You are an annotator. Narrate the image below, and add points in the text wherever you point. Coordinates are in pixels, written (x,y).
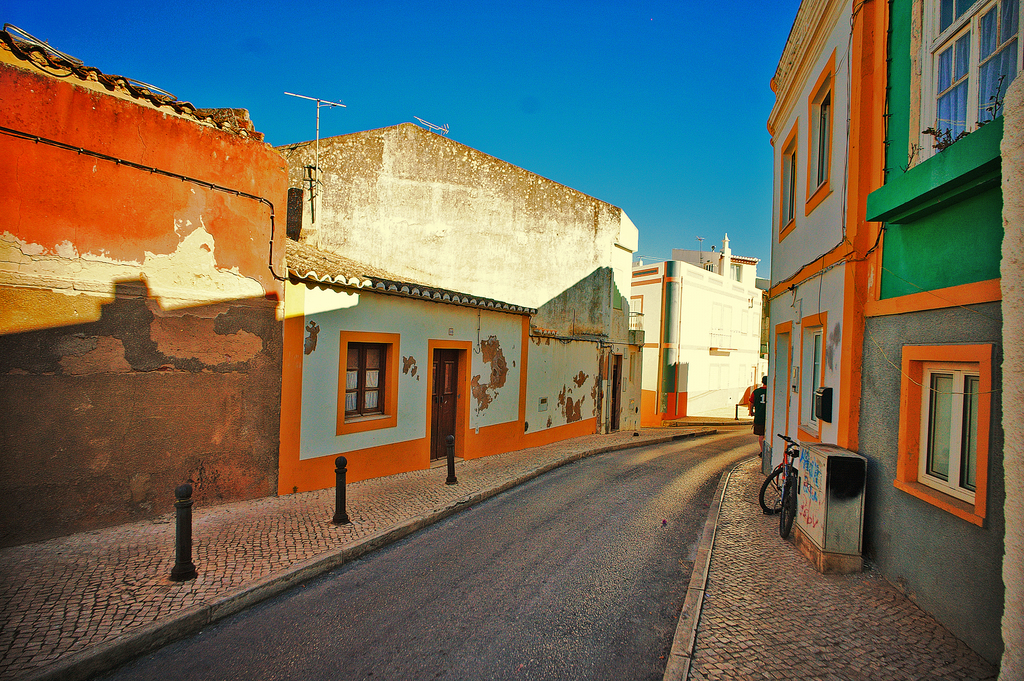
At the bottom of the picture (449,550), we see the road (444,595). On either side of the road (444,595), we see the footpath (816,607). On the right side (835,515), we see a white box (829,512) and a bicycle (793,465) are placed on the footpath (753,518). The man (762,398) in black T-shirt (755,423) is walking on the footpath (743,582). On the left side (186,564), we see the small iron poles (448,481). On either side of the picture, there are buildings (940,315). Here, we see an antenna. At the top (547,40), we see the sky (519,31), which is blue in color.
